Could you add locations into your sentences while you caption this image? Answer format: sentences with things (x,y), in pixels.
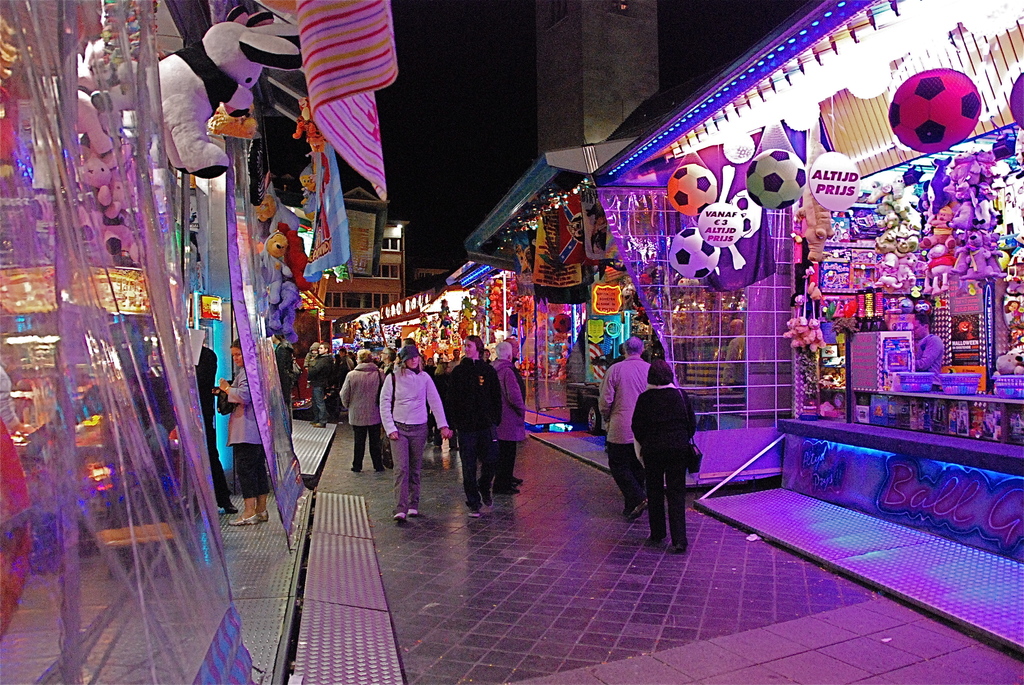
In this image we can see some people (517,369) standing. And we can see some toys (820,283), dolls (805,281) in the shops (556,281). And we can see a few buildings (351,293). And we can see a pillar (573,110).
